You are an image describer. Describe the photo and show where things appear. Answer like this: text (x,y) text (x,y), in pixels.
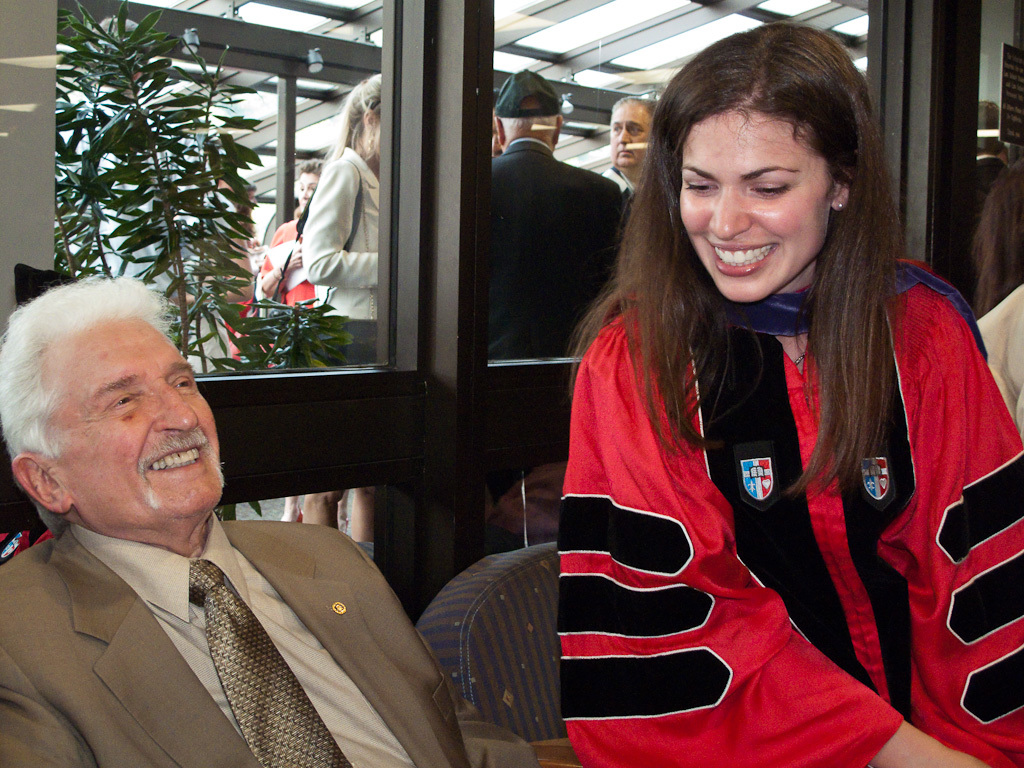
This image is taken indoors. On the left side of the image (102,395) a man (77,434) is sitting on the chair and he is with a smiling face (139,361). On the right side of the image (799,233) there is a girl (726,314) with a smiling face (716,217) and there is an empty chair (517,620). In the background (487,147) there is a glass door (407,182) and through the door (453,162), we can see there are a few people (496,184) standing and there is a plant (186,184) with green leaves (213,226).
